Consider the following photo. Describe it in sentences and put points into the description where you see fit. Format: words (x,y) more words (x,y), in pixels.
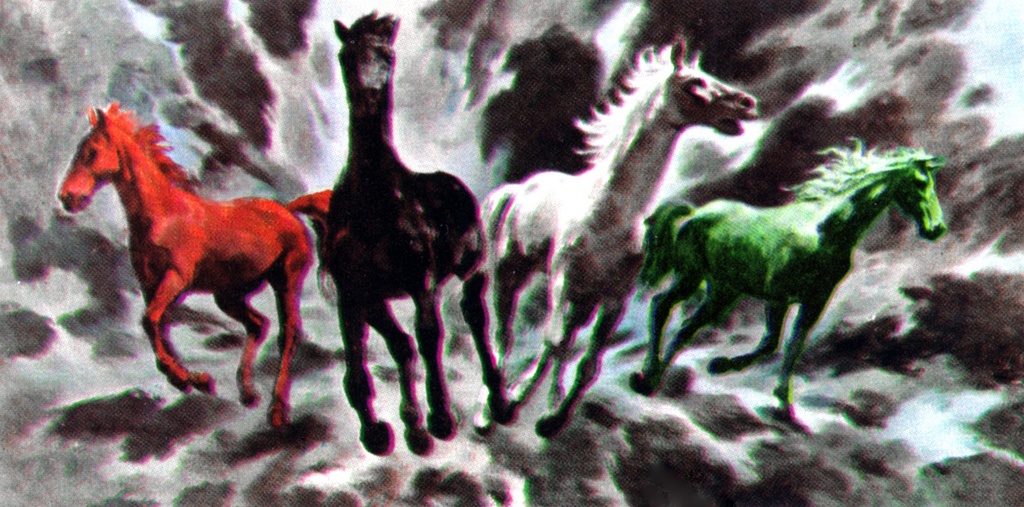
In the image there is a painting (331,215) of colorful horses (479,220) in the sky (487,30).
